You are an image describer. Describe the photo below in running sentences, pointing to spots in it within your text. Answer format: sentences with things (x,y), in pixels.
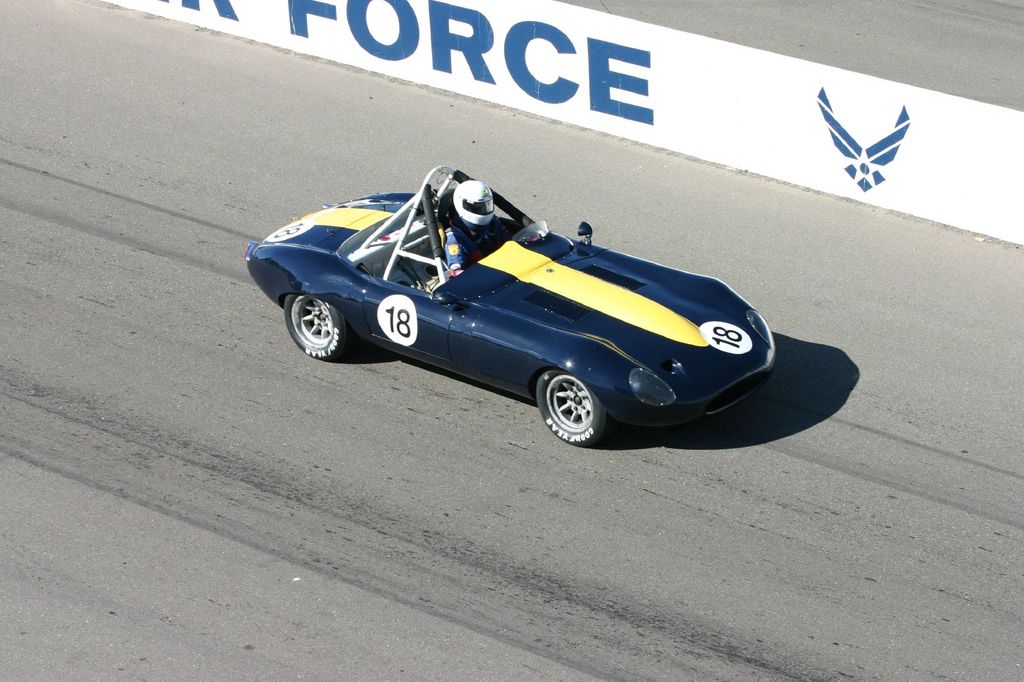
In this image, I can see a person (470,231) sitting in the auto racing car (390,266), which is on the road (454,461). This person (460,234) wore a jacket (456,247) and a helmet (472,210). This looks like a hoarding (641,52).
